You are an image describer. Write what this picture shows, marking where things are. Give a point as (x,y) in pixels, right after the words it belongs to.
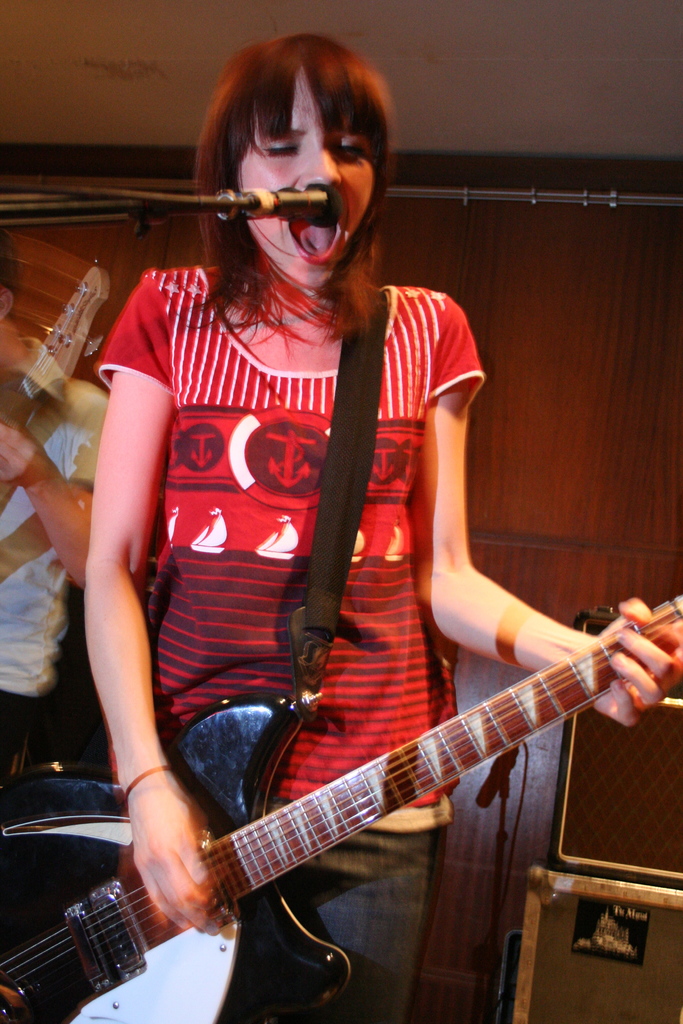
In this image i can see a woman (309,571) is playing a guitar (267,856) in front of a microphone (321,197).
